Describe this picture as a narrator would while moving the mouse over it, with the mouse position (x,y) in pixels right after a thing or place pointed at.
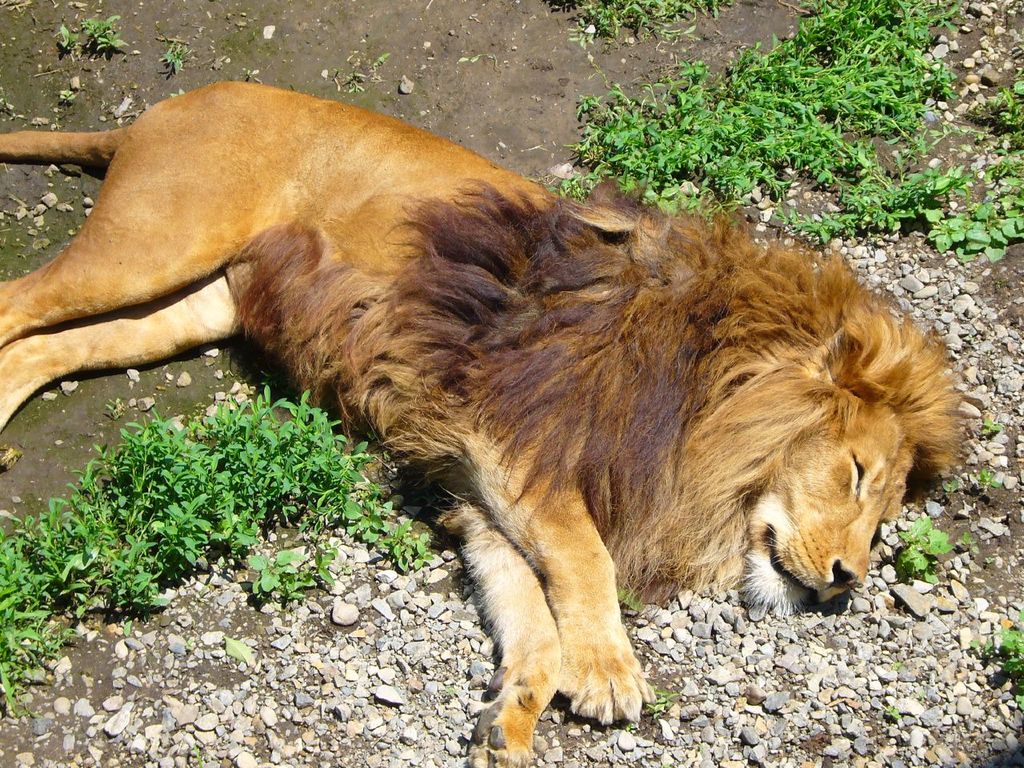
In this image I can see an animal (556,441) lying on the ground (500,78). On the ground (171,463) I can see the grass (216,516) and also the rocks (266,651). An animal (310,288) is in brown and black color.
